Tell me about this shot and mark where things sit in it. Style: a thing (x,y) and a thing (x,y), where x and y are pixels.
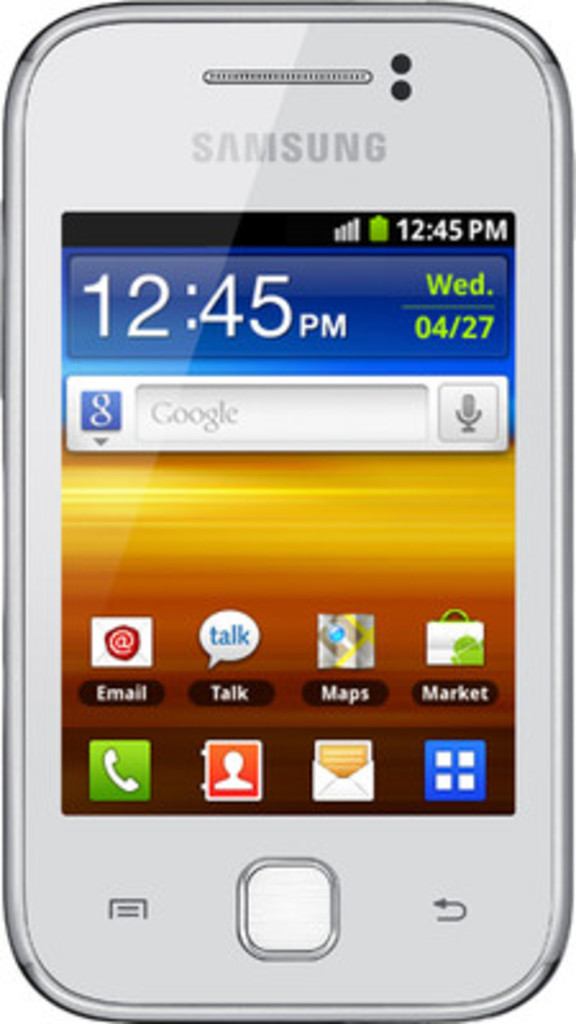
In this image we can see a samsung mobile phone (323,571) with some apps (322,637) and text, also we can see the background (48,10) is white.
